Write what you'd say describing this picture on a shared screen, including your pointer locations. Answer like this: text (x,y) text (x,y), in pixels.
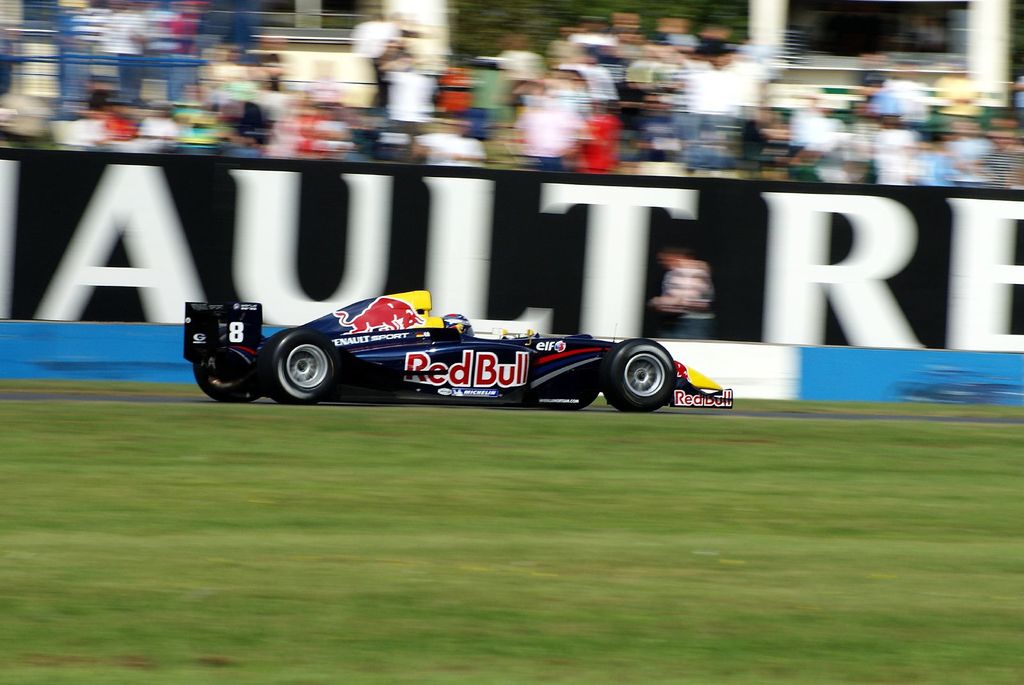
In this image, we can see a vehicle (324,387) on the ground (393,575) and in the background (402,230), there is a board (427,198) and we can see some people (487,95), pillars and there is a railing (96,56).
